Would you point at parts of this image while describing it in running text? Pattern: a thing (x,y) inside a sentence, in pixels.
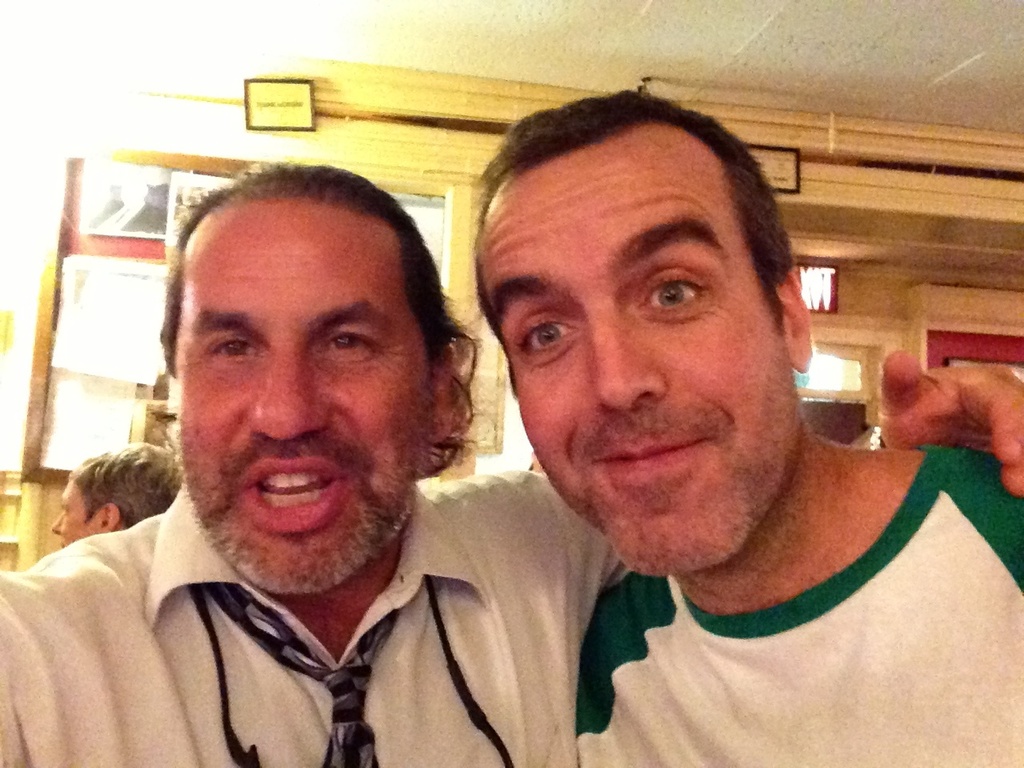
In this image we can see three persons (634,481), there is a board (117,355) with few posters (194,180) and few board (287,111) attached to the wall (839,276) in the background (806,273).
